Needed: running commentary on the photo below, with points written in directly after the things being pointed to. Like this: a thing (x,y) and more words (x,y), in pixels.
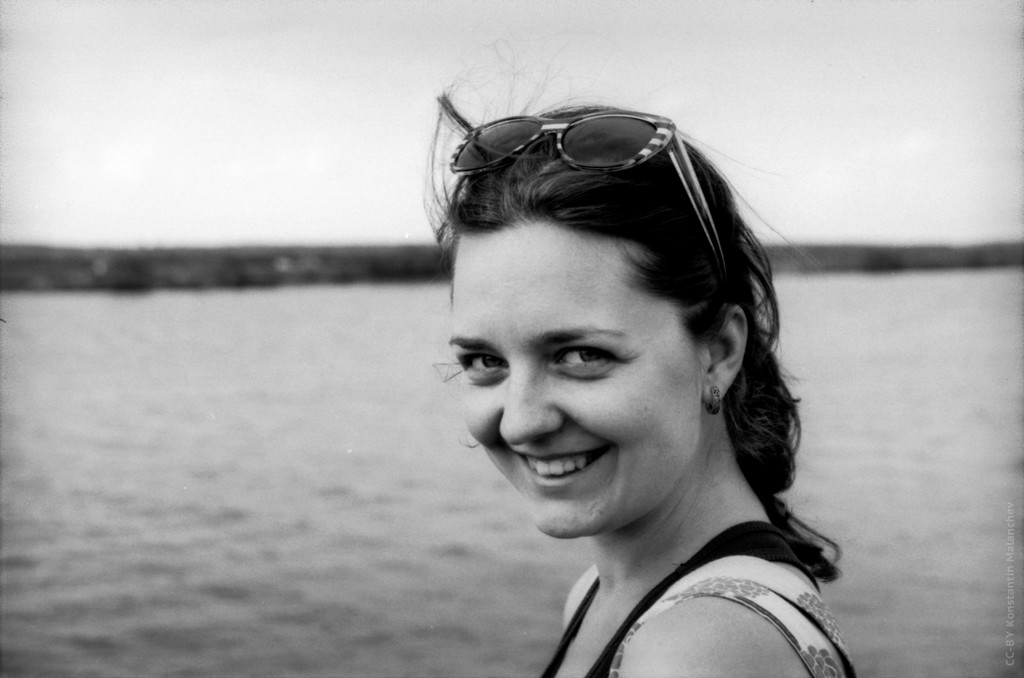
This is a black and white image. In this image we can see a lady (612,419) keeping a goggles (601,135) on the head (533,221). In the background (247,491) there is water (260,492) and sky (790,80).
